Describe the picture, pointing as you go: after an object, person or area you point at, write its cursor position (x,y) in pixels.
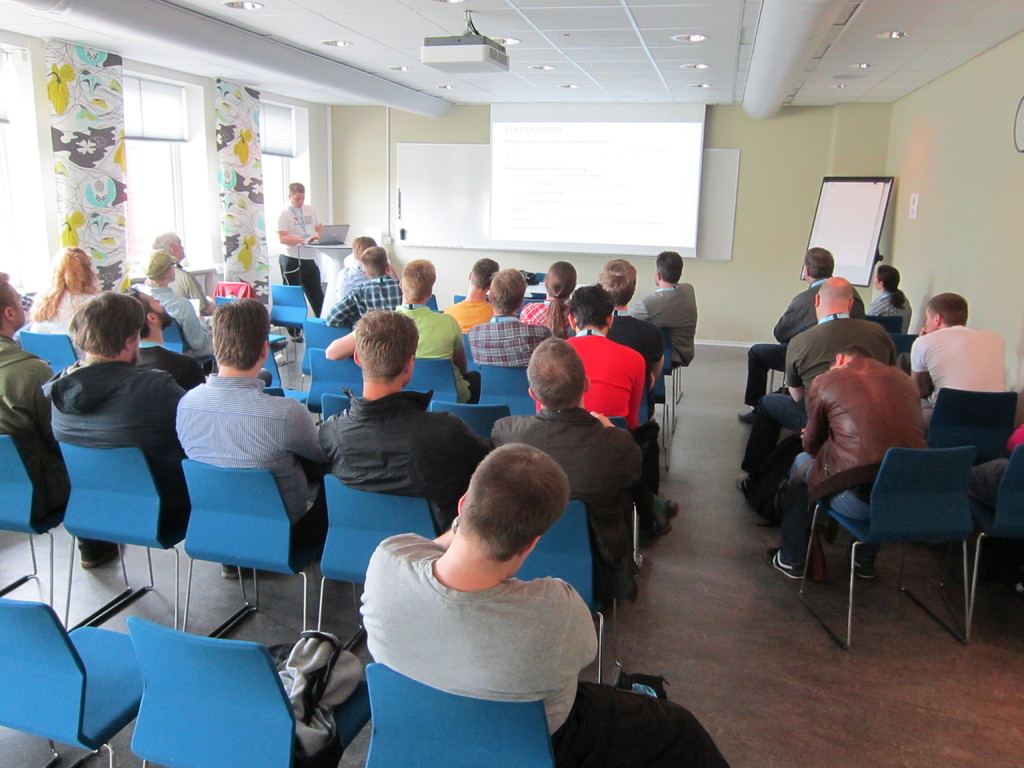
In this picture there are many people (312,453) sitting in the chairs (176,605). There is a man (293,231) standing near the podium (329,257) on which a laptop (327,238) is placed. In the background (594,201) there is a projector display screen (591,184), wall (760,183) and a board (830,196) here.
